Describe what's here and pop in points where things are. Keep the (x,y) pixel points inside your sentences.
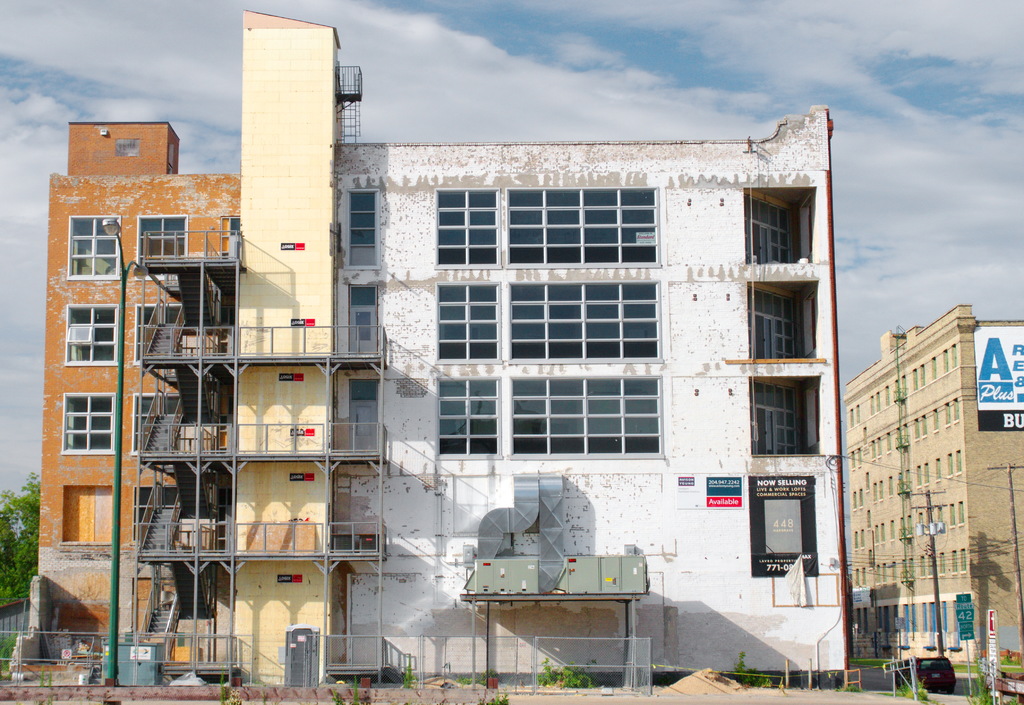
In this image there is the sky (668,78), there are clouds (788,70) in the sky (815,70), there are buildings (619,422), there are windows (83,253), there are staircase (145,421), there is a building (978,553) truncated towards the right of the image (1000,353), there is a board (987,395) on the building (932,439), there is text (998,373) on the board (988,377), there are poles (1013,534), there is a vehicle (946,676), there are objects (1005,681) truncated towards the bottom of the image (991,677), there is a fencing (447,659), there are objects (549,486) on the building (725,518), there is a tree (9,520) truncated towards the left of the image (26,509), there are plants (469,682) truncated towards the bottom of the image (564,680), there is sand (712,678).
